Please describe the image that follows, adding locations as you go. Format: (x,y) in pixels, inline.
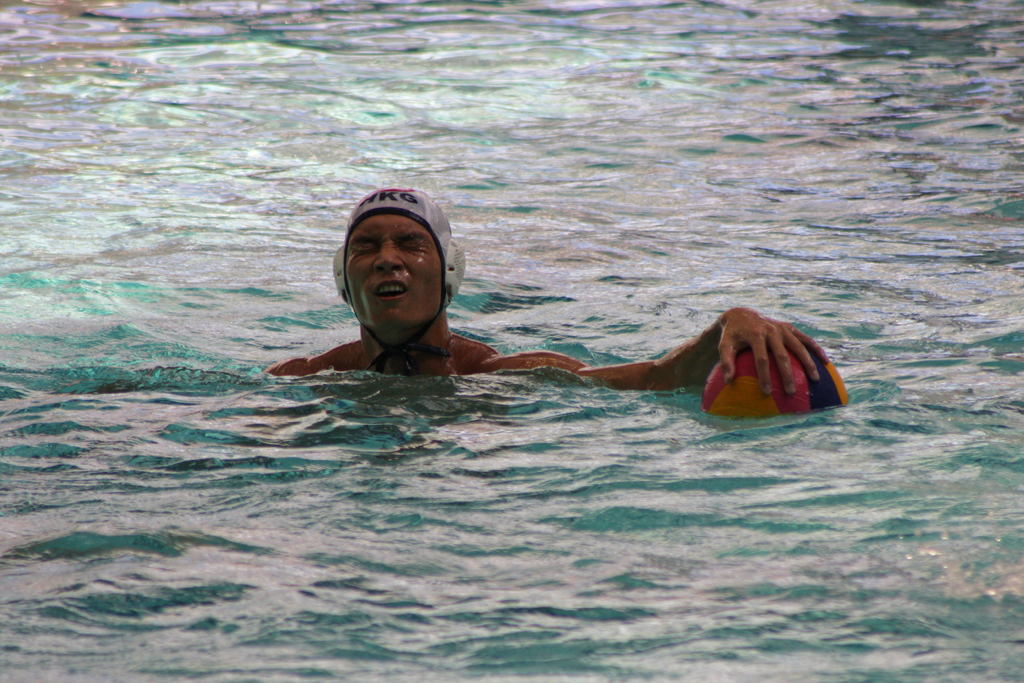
This is the man (423,360) in the water (462,545). This looks like a beach ball (784,402). I can see the water (301,205) flowing.
